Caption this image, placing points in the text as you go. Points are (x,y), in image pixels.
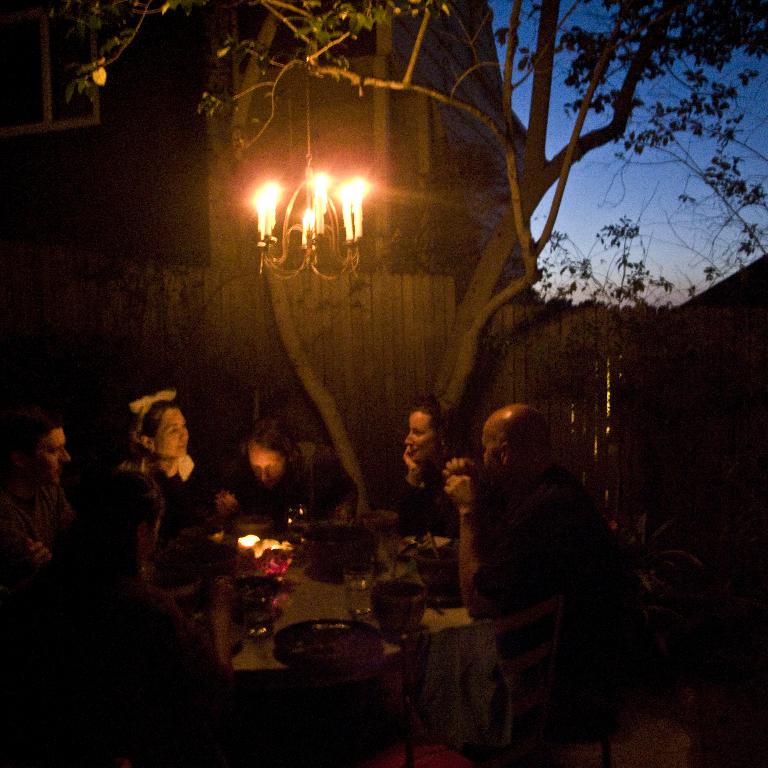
In the center of the image (418,478) we can see persons (408,476) sitting around the table (455,667). On the table (304,586) we can see bowls (380,605) and glasses (251,599). On the top of the image (182,250) there is a house (283,140) and lights (300,230). In the background (208,290) there is a wooden wall (634,346), tree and sky (675,134).
